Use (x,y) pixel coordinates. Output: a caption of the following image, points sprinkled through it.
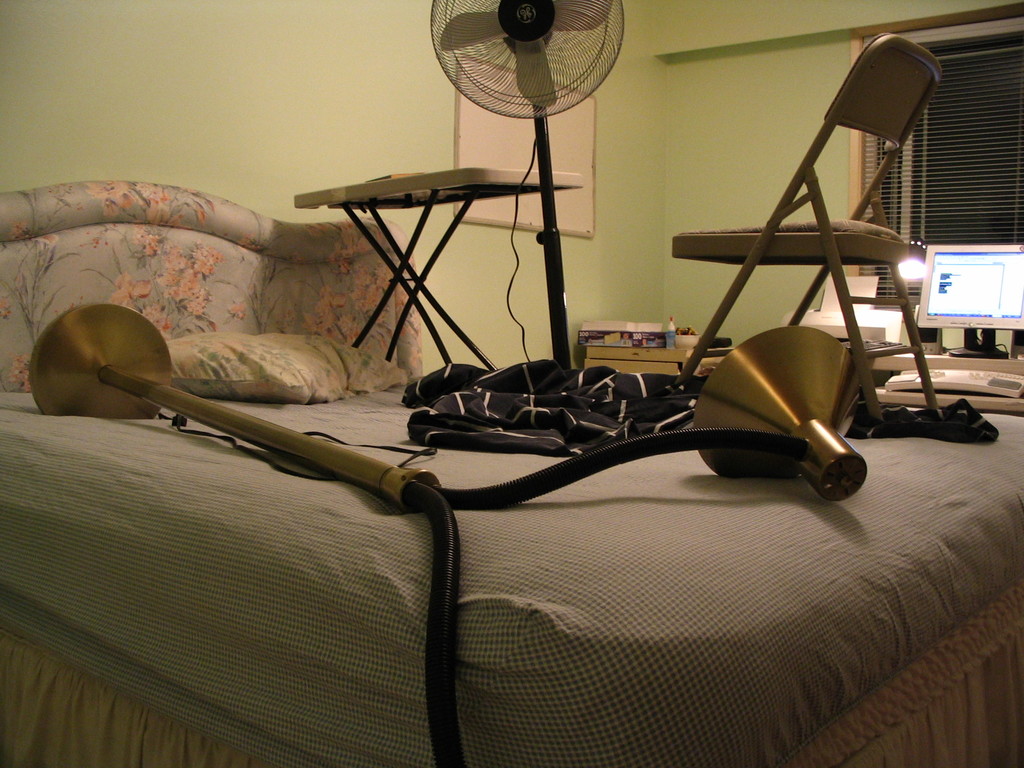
In this image there is a chair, a table fan (550,298), a table (383,226), a pillow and a few clothes (470,412) and a metal rod (157,372) is placed on top of the bed (532,470), beside the bed (592,372) there is a table (638,352), on top of the table (644,366) there are few objects (652,331), beside the table (626,360) there is a fax machine (841,315), beside the fax machine (883,315) there is a monitor (940,310) and a keyboard (946,370) on another table (950,398), behind the monitor (966,354) there is a window (868,166) on the wall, to the left of the table (656,360) there is a board (478,136) on the wall (636,256).
